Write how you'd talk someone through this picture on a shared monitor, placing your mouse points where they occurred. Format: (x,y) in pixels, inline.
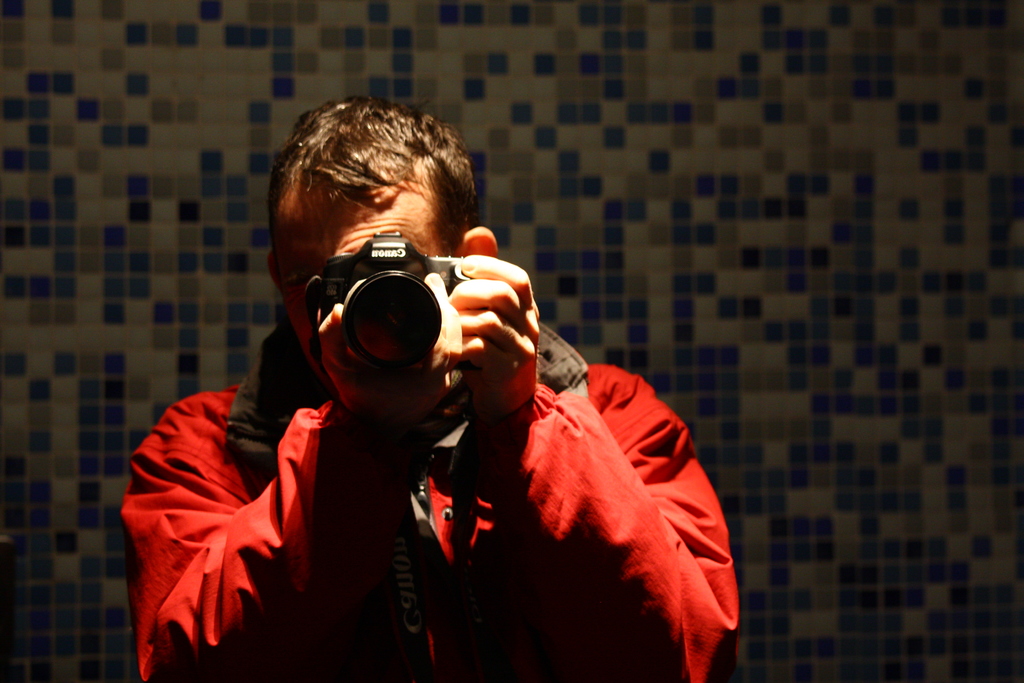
In this image I can see a man (311,253) is wearing a red jacket (526,494). I can also see he is holding a camera (358,310).
